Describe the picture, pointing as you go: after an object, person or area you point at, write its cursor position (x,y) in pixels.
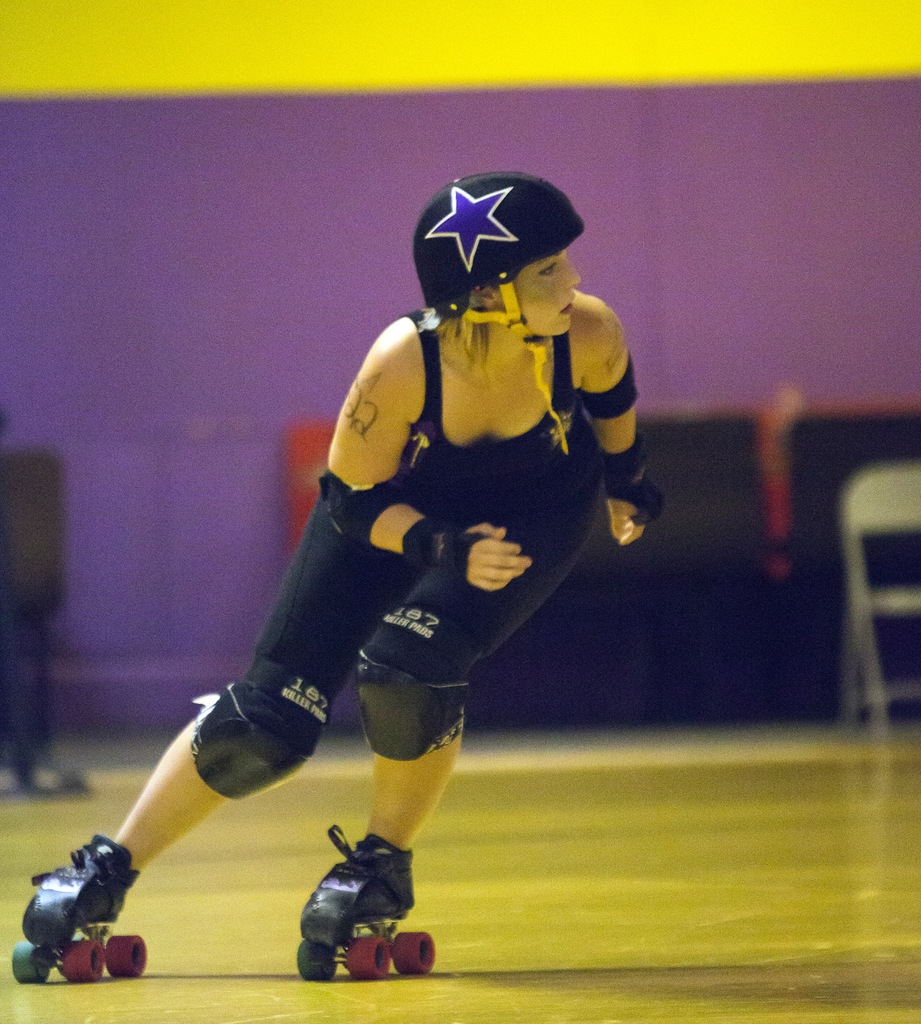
In this image there is a person (524,414) with a helmet (538,347) doing skating with the skating shoes (379,893), and in the background (729,674) there is chair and a wall (99,371).
